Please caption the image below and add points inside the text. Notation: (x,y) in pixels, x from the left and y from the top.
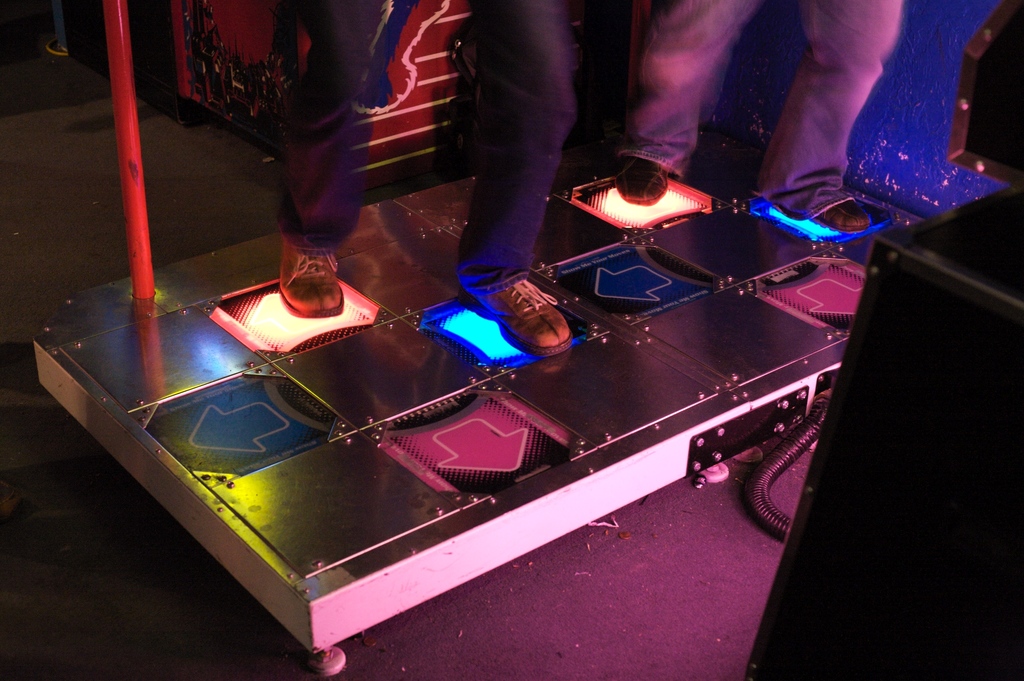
In this image we can see a stand (325,442) with lights (469,314) and arrows (481,440). We can see legs (525,130) of persons (491,156) on the stand (771,435). Near to the stand (784,428) there is a wire (790,447). Also there is a pole (126,128). In the back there is a wall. On the right side (938,447) we can see a black color box (938,509).
